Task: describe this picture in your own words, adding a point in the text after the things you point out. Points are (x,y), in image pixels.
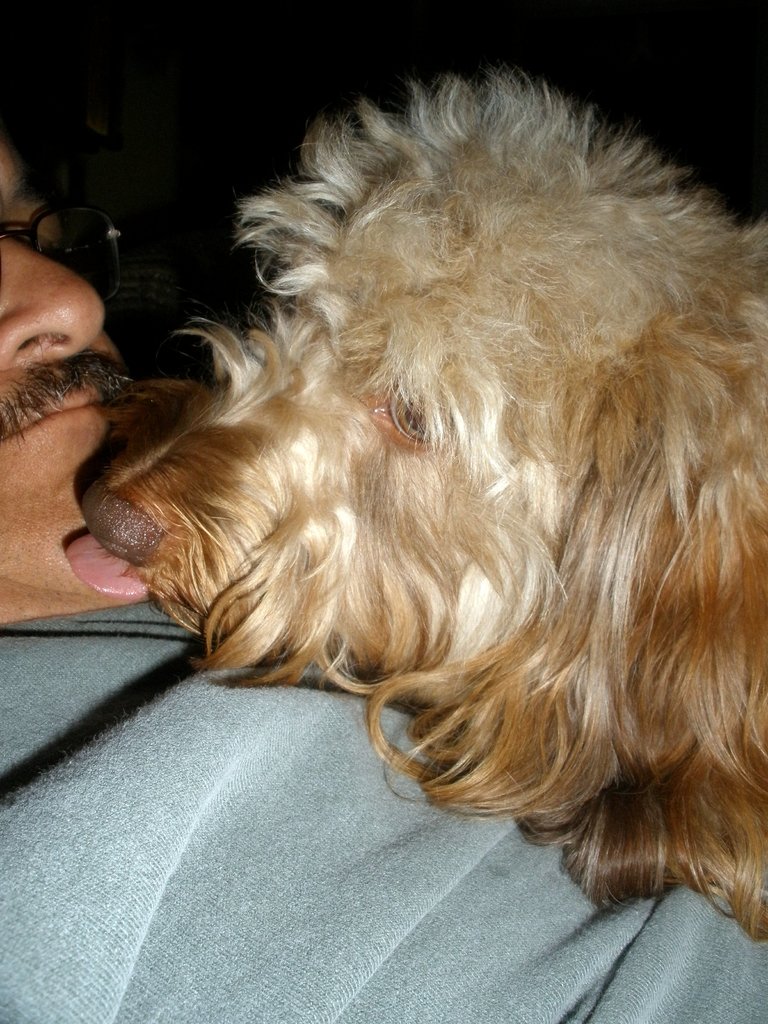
a dog (401,492) is licking a man (9,662), who is lying. he has spectacles (86,250) and mustache (48,381).
